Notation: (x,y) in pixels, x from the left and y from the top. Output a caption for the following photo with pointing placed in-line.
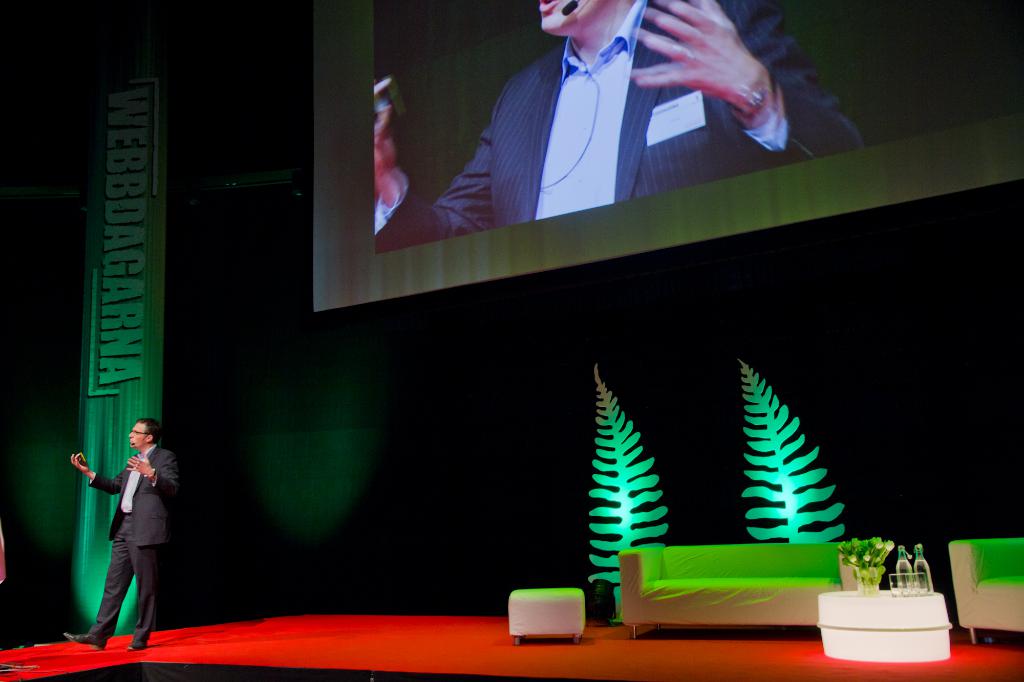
In this image there is a person (133,513) speaking on the stage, on the stage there are sofas (771,612) and a table (887,602), on the table (872,597) there are some objects (868,582), in the background of the image (423,138) there is a screen (528,248) and a banner (159,220).
